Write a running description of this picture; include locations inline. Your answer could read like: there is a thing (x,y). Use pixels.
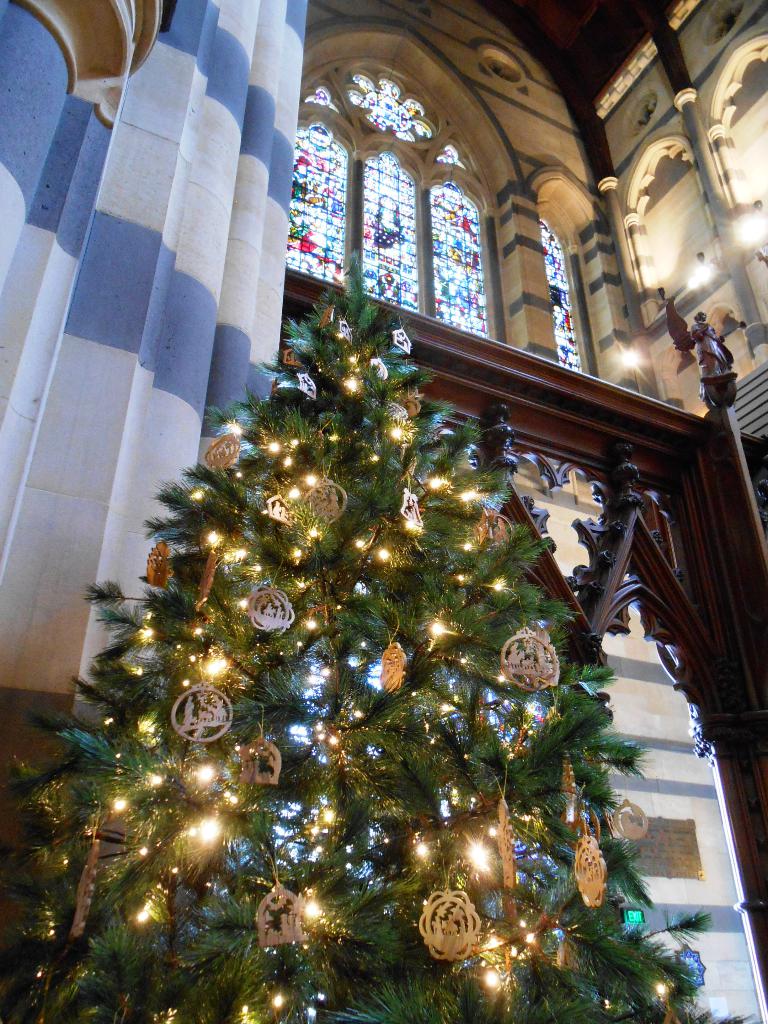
In the foreground of this image (195,919), there is a Xmas tree (191,797). In the background (28,443), there is a wall (514,65), few lights (767,234), a wooden structure (604,417) and the glass windows (363,226).
